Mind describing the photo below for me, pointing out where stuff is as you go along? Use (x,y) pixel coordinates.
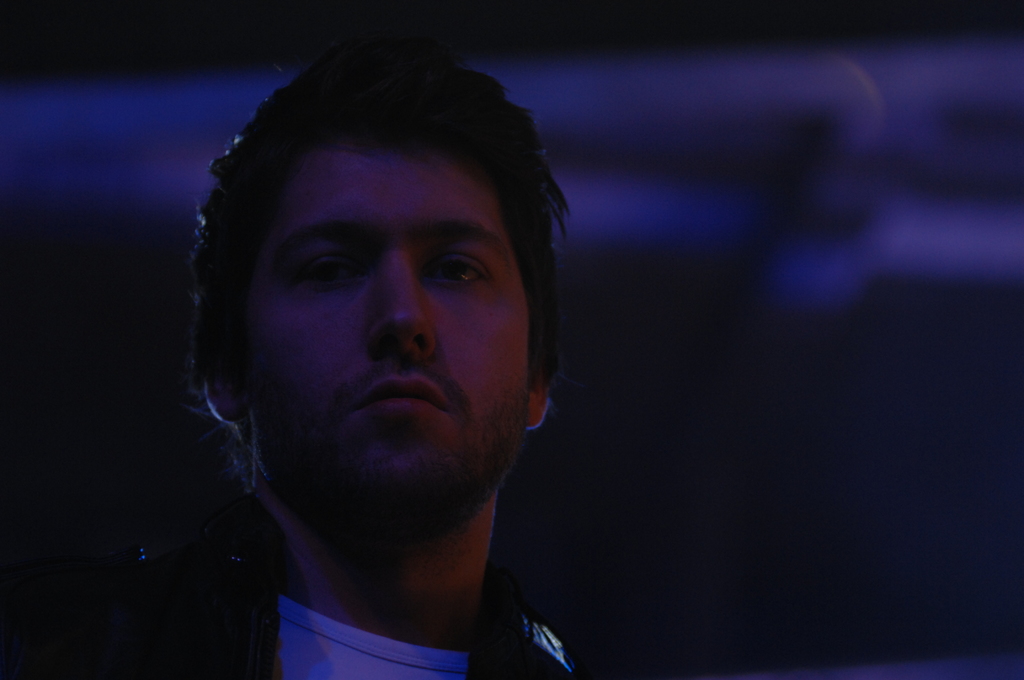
This is a zoomed in picture. In the foreground (263,561) there is a man (452,650). The background of the image (32,178) is very blurry.
